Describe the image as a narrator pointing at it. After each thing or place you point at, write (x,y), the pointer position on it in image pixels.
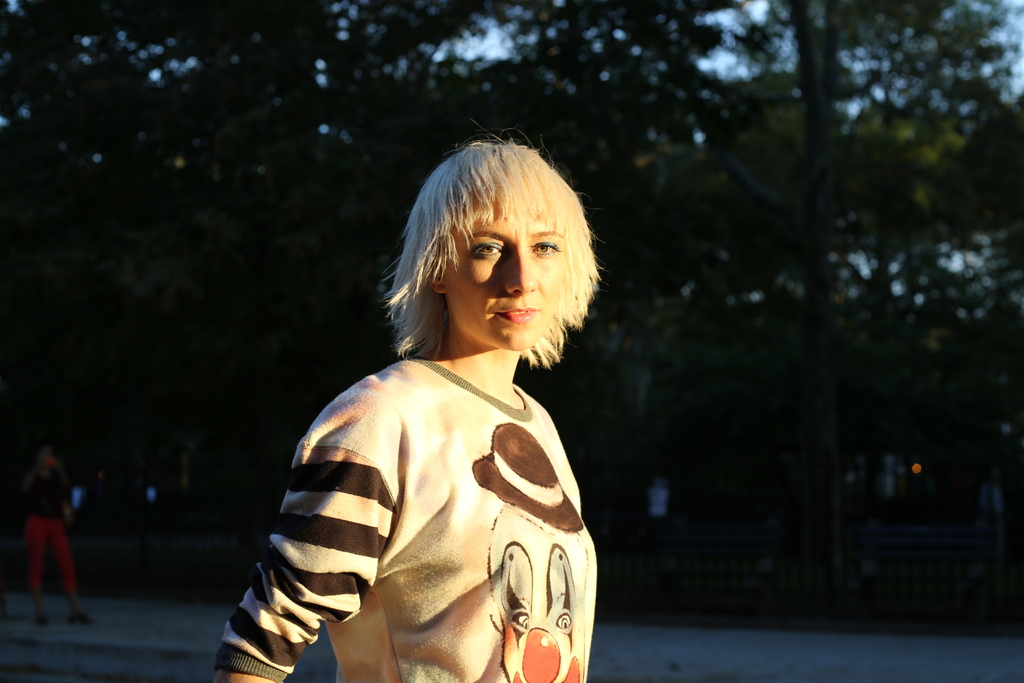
In this picture there is a woman (484,278) with cream t-shirt (419,577) is standing. At the back (186,307) there is a person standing and there are trees (545,382) and there is a wooden railing (678,553) and there are poles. At the top (697,22) there is sky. At the bottom (828,655) there is a road (34,627).
